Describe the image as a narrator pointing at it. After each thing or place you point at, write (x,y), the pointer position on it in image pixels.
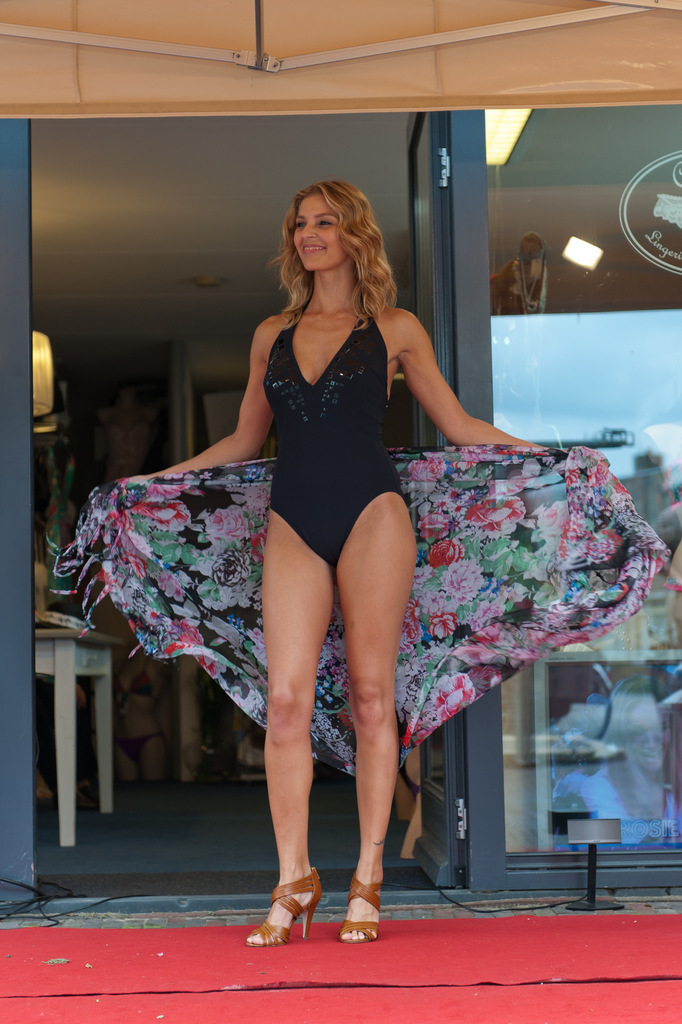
There is a lady (254,452) holding a cloth (428,596) is smiling and standing on a red carpet (358,999). In the back (63,650) there is a table (57,660), door (442,212) and a glass wall (605,301).
